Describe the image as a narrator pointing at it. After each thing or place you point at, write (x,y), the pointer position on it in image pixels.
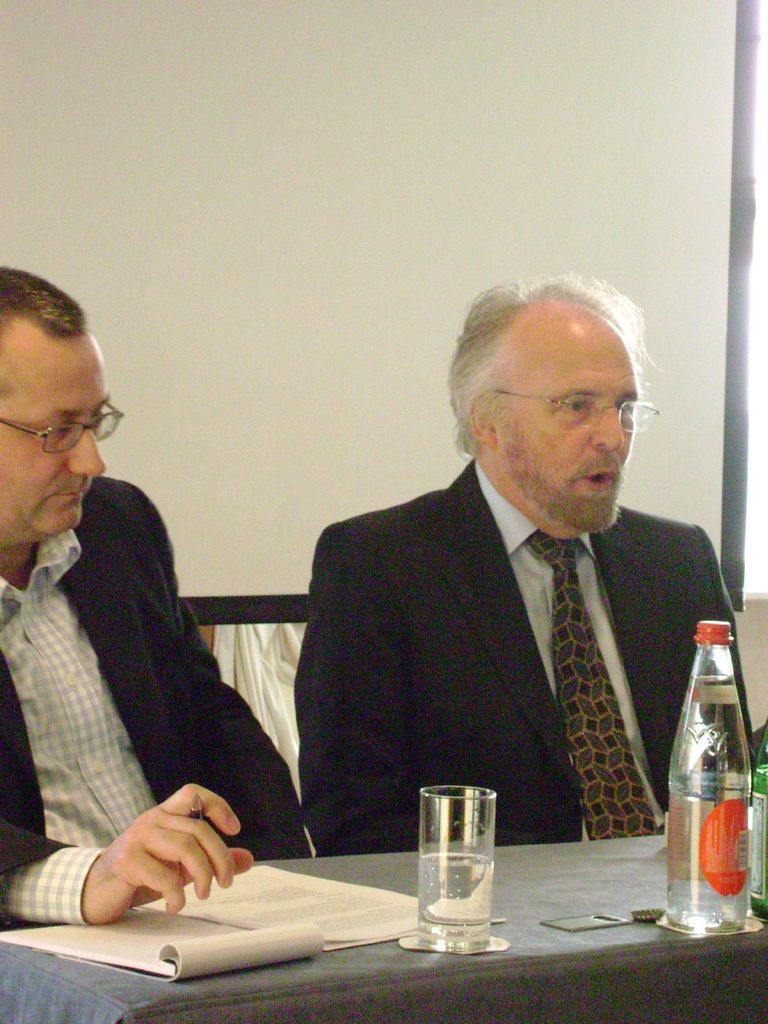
There are two persons (531,488) wearing clothes (172,699) and spectacles (68,442). There is a table (500,868) in front (544,880) these two persons (449,692). This table (598,889) contains notebook (266,923), glass (453,870) and water bottle (690,851). This person (123,668) holding a pen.
